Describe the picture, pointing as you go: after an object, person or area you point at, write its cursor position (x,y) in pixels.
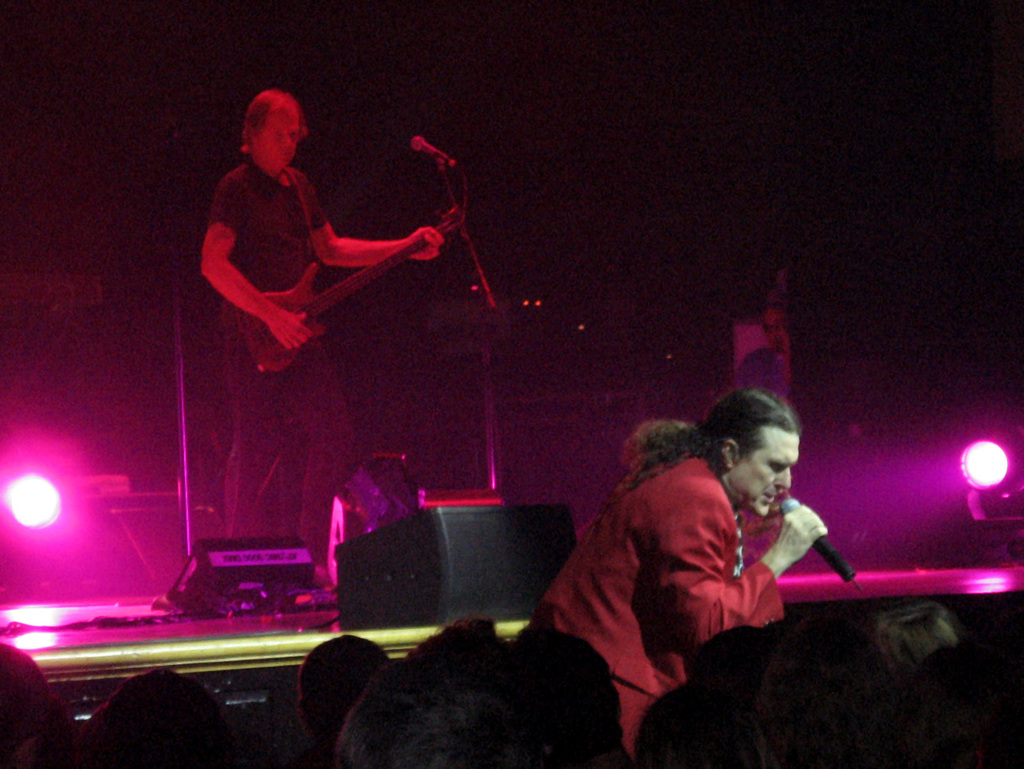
In this picture i could see two persons (666,439) holding a guitar (328,300) and the other person (713,485) holding a mic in their hand (803,517) standing on the stage (305,620) flash lights (53,516) in the background (28,510). In the bottom of the picture (392,737) i could see some persons head (477,690).
